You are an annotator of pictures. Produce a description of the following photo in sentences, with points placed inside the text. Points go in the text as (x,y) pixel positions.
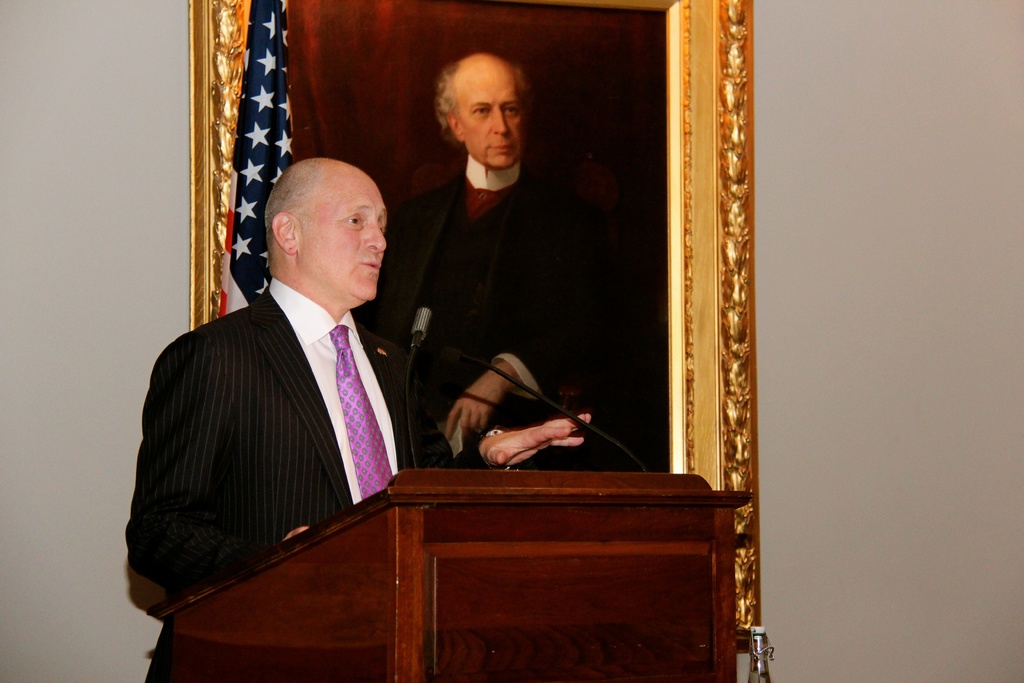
In this image, we can see a person (332,435) in front of the podium (474,591). There is a photo frame (713,276) on the wall (777,236). There is a flag (269,97) at the top of the image (271,50).
